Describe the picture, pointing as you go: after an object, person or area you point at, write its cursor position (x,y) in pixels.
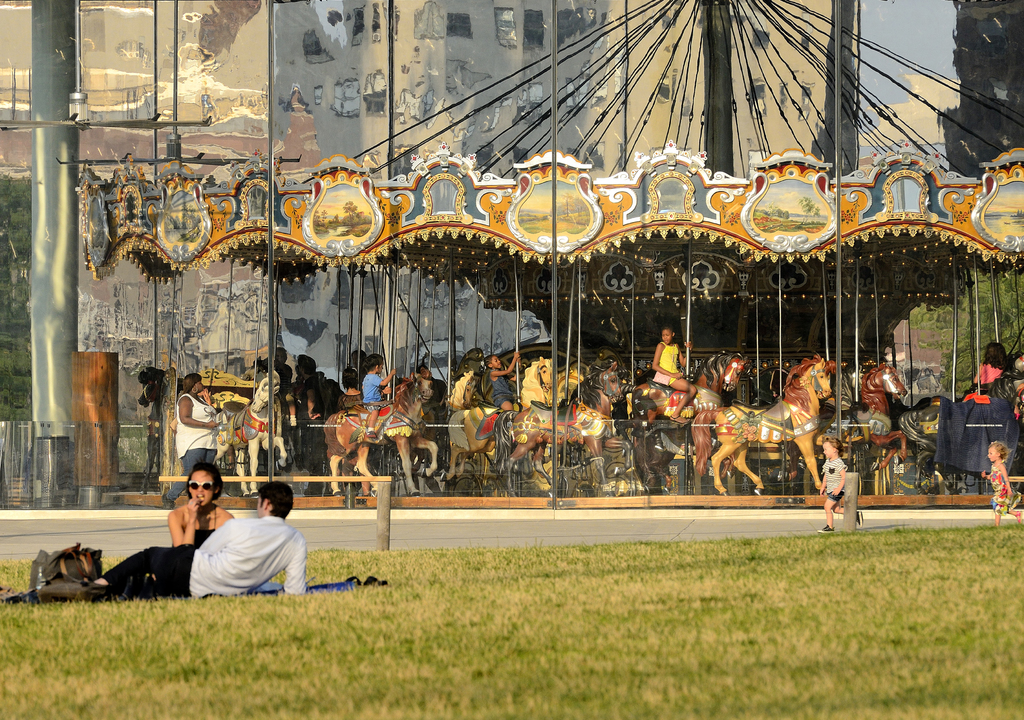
This looks like an exhibition. There are some children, who are playing. There are toy horses (337,437). There is grass (482,666) at the bottom (397,685). Two persons (207,521) are sitting in that grass (131,639). One is a woman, other one is a man (251,560). There is a bag (69,590) on the left side (41,586).
